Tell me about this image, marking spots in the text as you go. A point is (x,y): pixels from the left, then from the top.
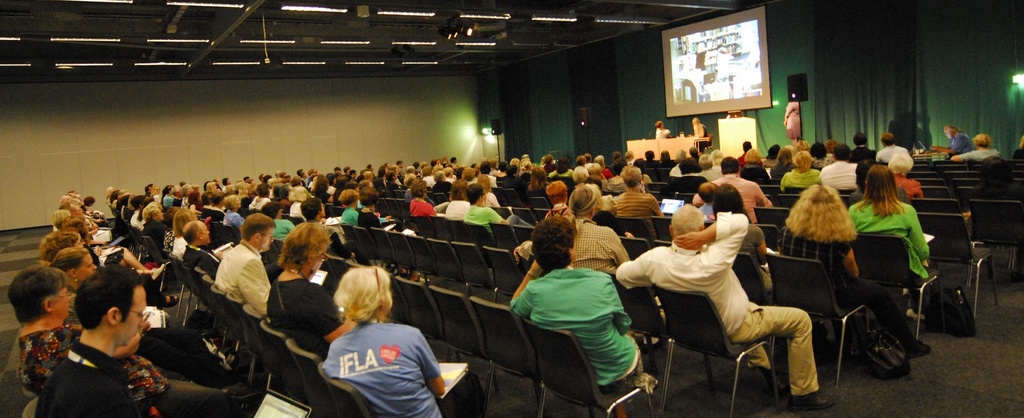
In this image there are people (582,271) sitting on chairs (779,226), in front of them there is a stage (688,148) on that stage (701,144), there are two people (702,135) sitting on chairs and there is a table (672,147) and a woman (791,129) standing, in the background (778,127) there is a curtain (985,66), at the top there are lights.
